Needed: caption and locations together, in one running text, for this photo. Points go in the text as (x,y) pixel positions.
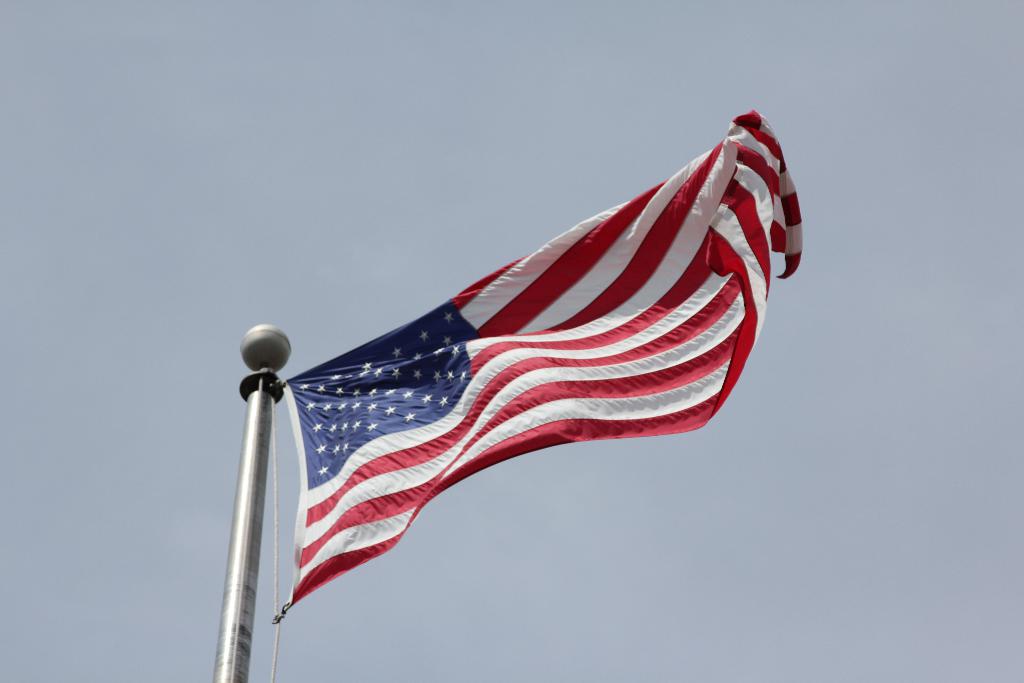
In this picture I can see a flag (426,462) on top of a pole (262,496).
